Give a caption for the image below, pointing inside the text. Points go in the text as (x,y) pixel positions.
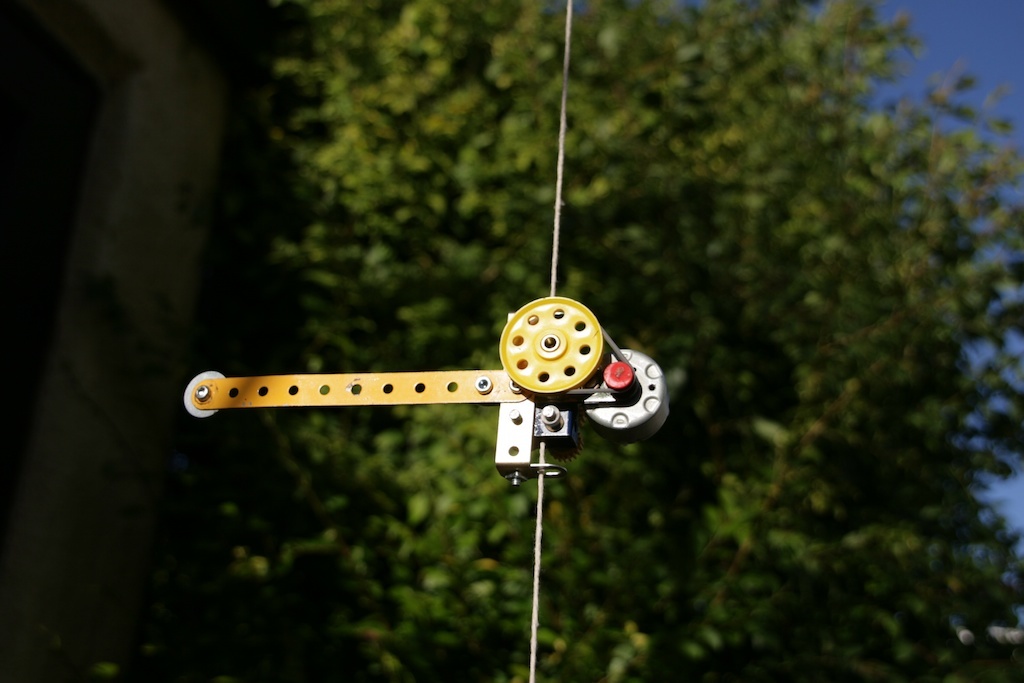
In this picture I can see there is a mechanical device (572,388) and there is a building (216,92) and trees (292,261).
